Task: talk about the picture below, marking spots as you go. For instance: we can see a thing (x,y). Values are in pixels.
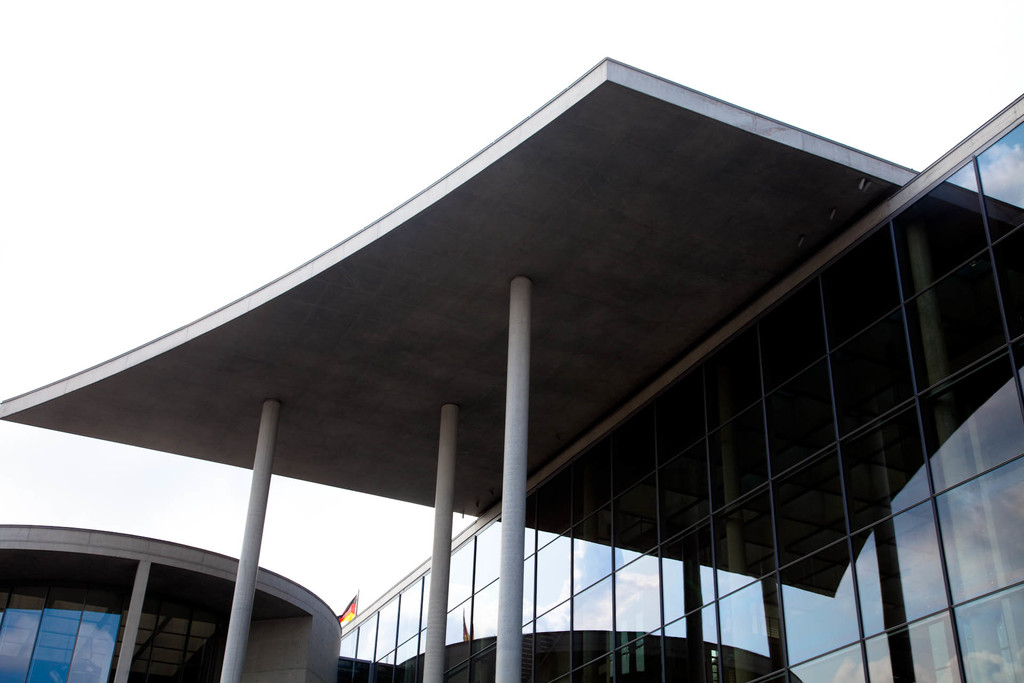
As we can see in the image there are buildings (306,616) and at the top (425,92) there is sky (85,51).
